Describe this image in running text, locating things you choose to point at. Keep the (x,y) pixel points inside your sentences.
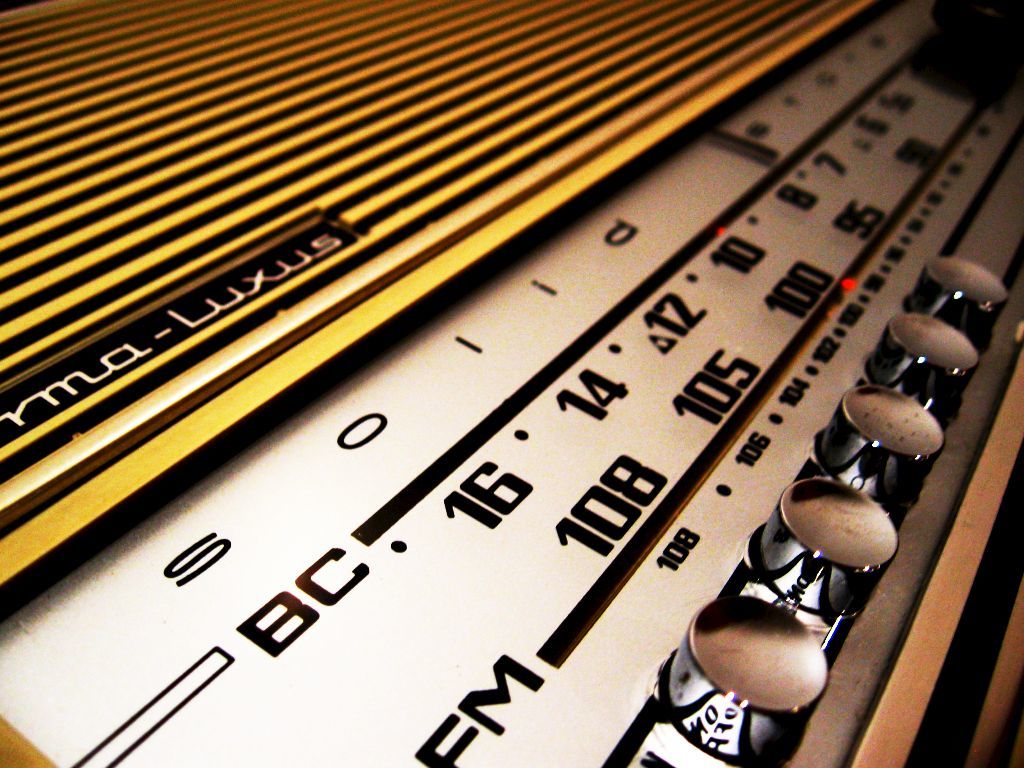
In this image I can see a radio (551,351) with some text (634,490) written on it.
